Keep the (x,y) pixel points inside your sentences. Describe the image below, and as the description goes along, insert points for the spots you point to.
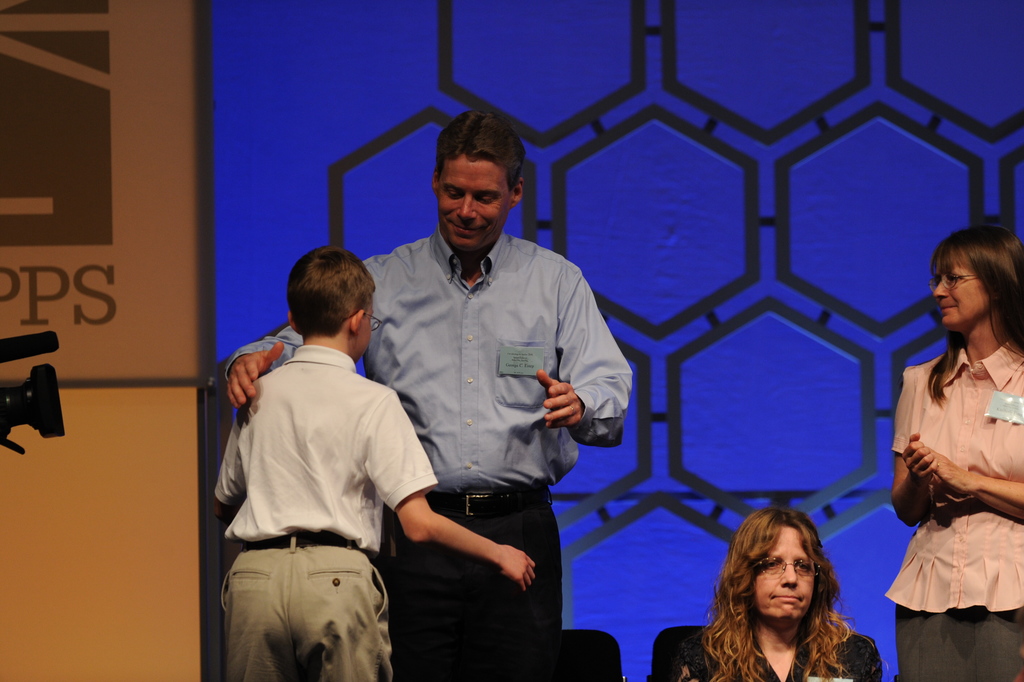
In the bottom right corner of the image (775,519) a woman (773,518) is sitting and few people (967,552) are standing and smiling. Behind them we can see a wall (761,505). On the left side of the image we can see a camera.
